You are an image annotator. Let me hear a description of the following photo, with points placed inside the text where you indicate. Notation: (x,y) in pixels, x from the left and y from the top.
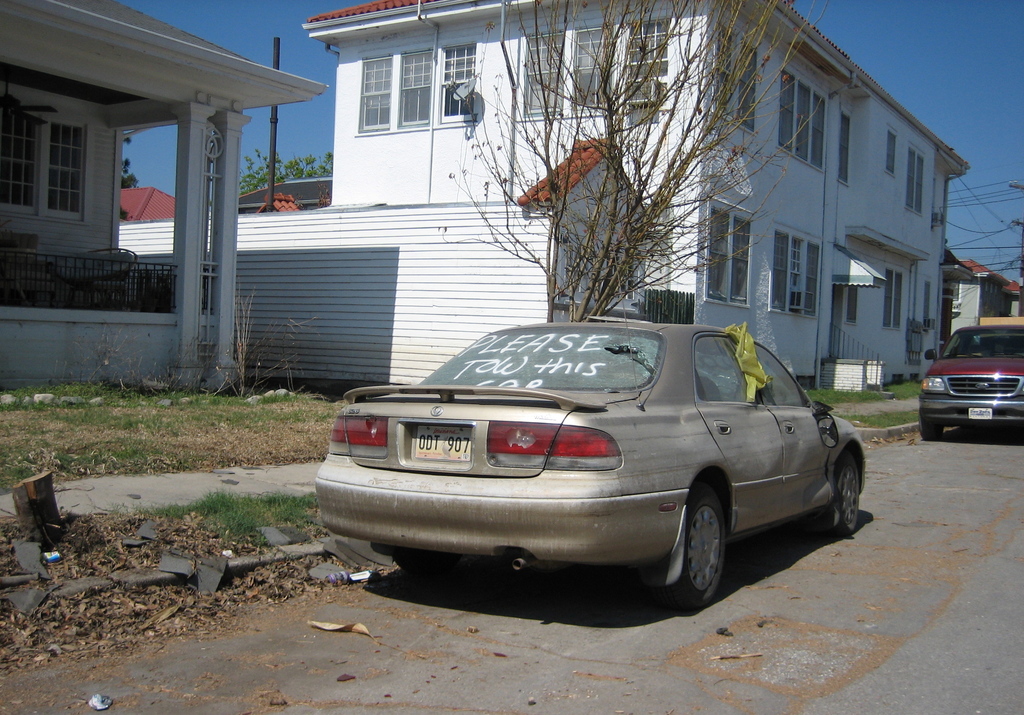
In the image we can see there are cars (621,473) parked on the road (928,458) and there is ground (84,433) covered with grass (70,403). There are trees (620,206) and buildings (368,181). There is a clear sky (919,80).
